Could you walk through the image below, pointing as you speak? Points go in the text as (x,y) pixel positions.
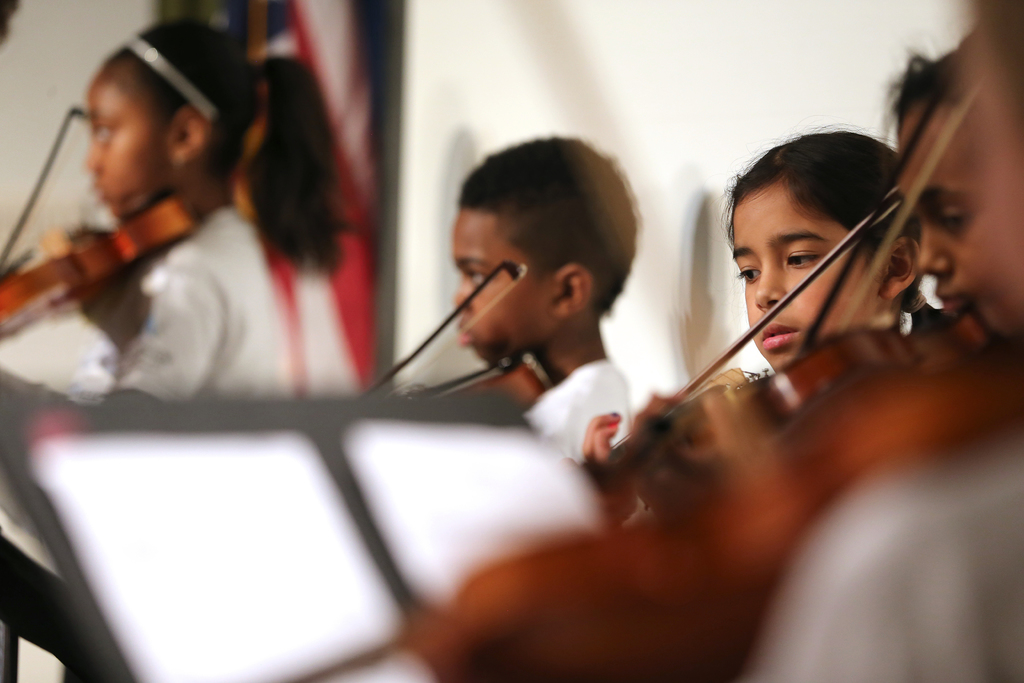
In this image I see 4 children (195,346) and all of them are holding the musical instruments (995,419).
